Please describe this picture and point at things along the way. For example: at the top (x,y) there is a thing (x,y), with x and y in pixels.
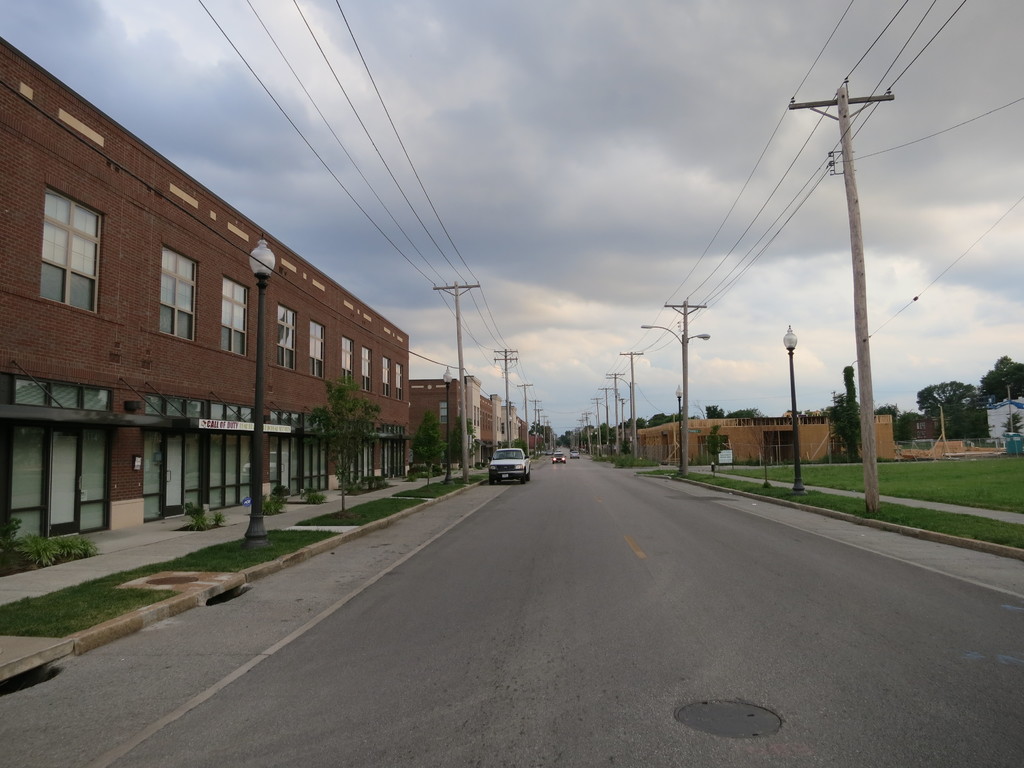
This image is clicked on the road (354,569). At the bottom (456,705), there is a road (504,709). And we can see three vehicles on the road (518,553). On the left (306,406) and right, there are buildings (4,226) along with windows (18,390) and poles (864,420). At the top (525,130), there are clouds (505,229) in the sky (500,276). On the right (979,494), we can see green grass (980,518) on the ground (969,499). In the background (973,416), there are trees (980,401). Beside the road (286,647), we can see the pavements (68,648).
